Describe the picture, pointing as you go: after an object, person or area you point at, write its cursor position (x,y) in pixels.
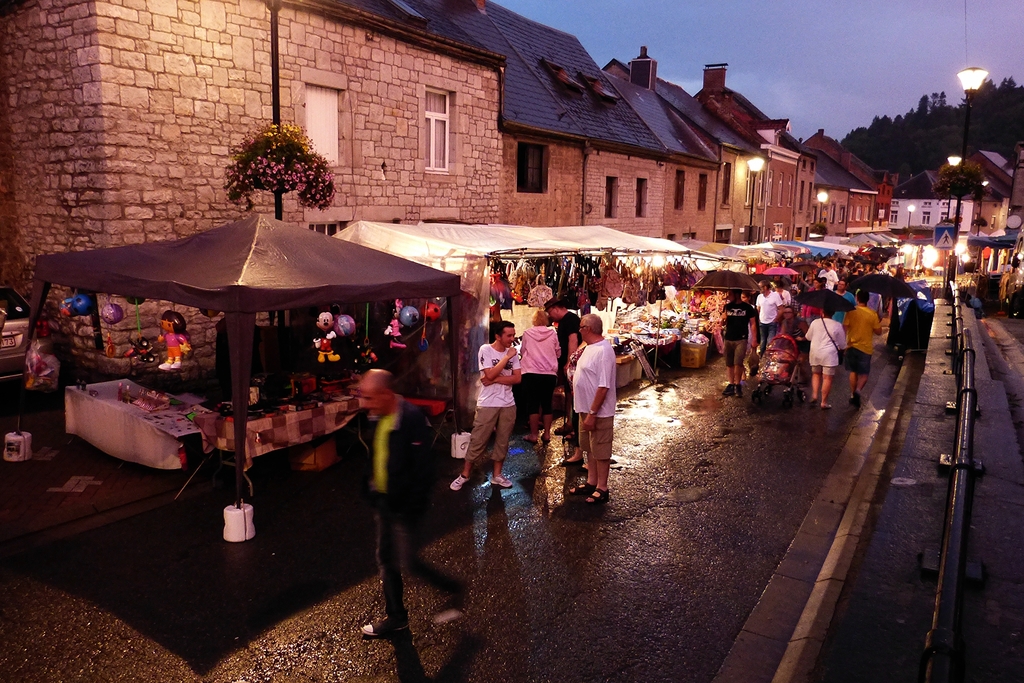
There are group of people (585,342) walking. This looks like a stroller (772,359). I can see few people (791,296) holding umbrellas (814,294). These are the shops (248,362). I can see the toys (174,338) hanging. I think these are the bags (612,282). These are the buildings (648,150) with windows (427,128). I can see the trees (929,138). These are the streetlights (964,134). I think these are the barricades (955,447).
